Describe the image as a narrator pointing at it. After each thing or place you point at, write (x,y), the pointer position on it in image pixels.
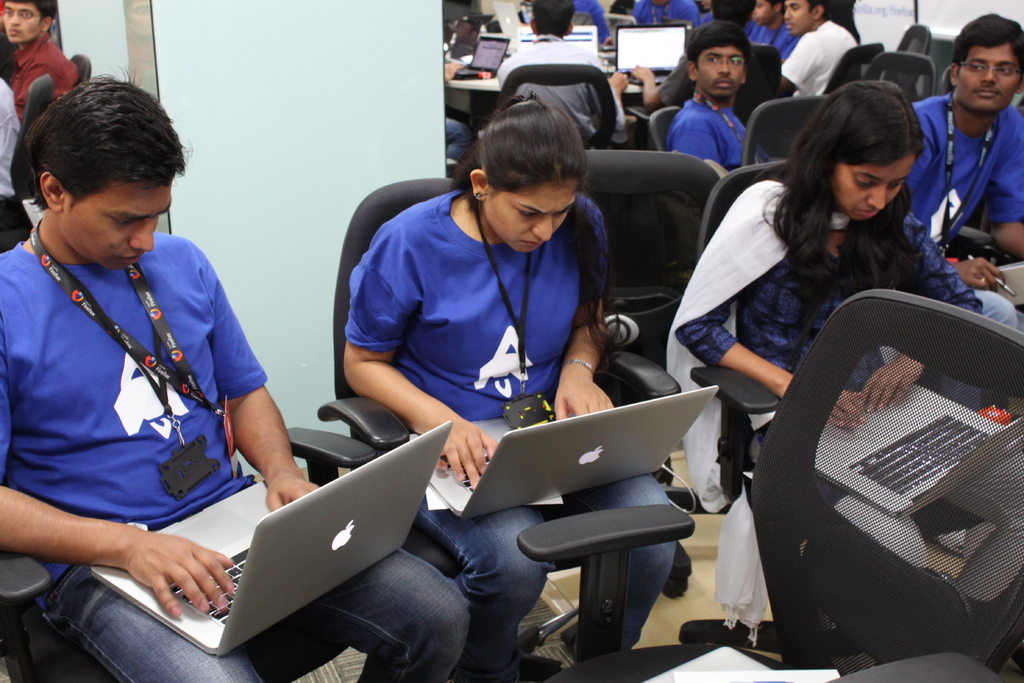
In the center of the image (557,309) we can see persons (537,323) sitting on the chairs (628,371) and holding a laptops (263,530). At the bottom right corner (816,633) there is a chair (796,641). In the background (345,118) we can see pillar (348,73) and persons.
